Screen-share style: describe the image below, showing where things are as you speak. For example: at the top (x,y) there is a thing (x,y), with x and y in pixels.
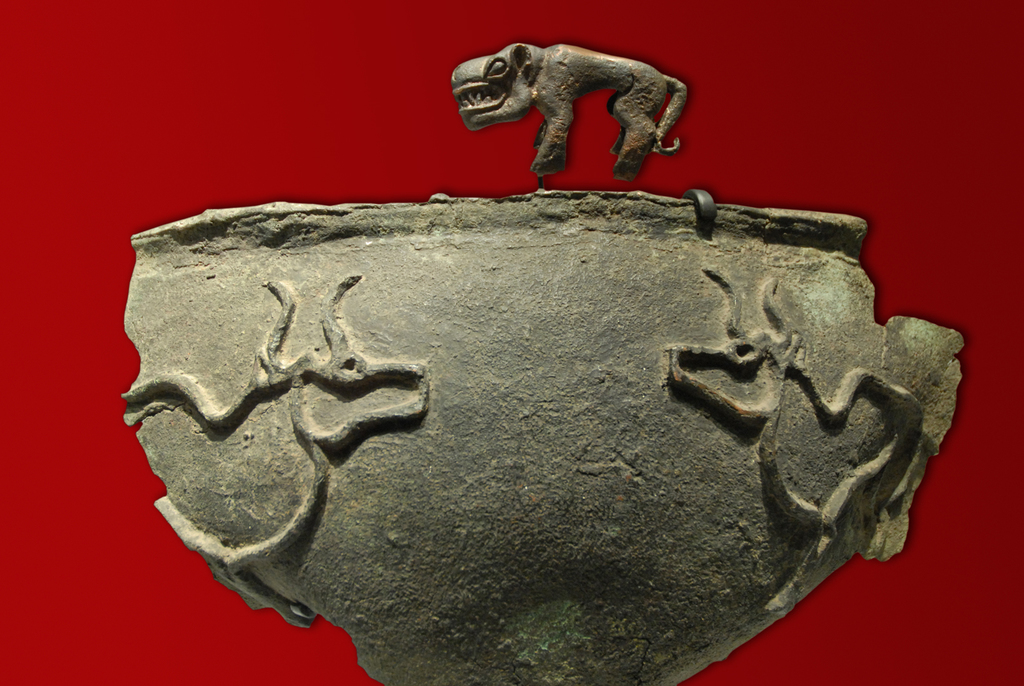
In this image we can see the sculpture (415,272).
